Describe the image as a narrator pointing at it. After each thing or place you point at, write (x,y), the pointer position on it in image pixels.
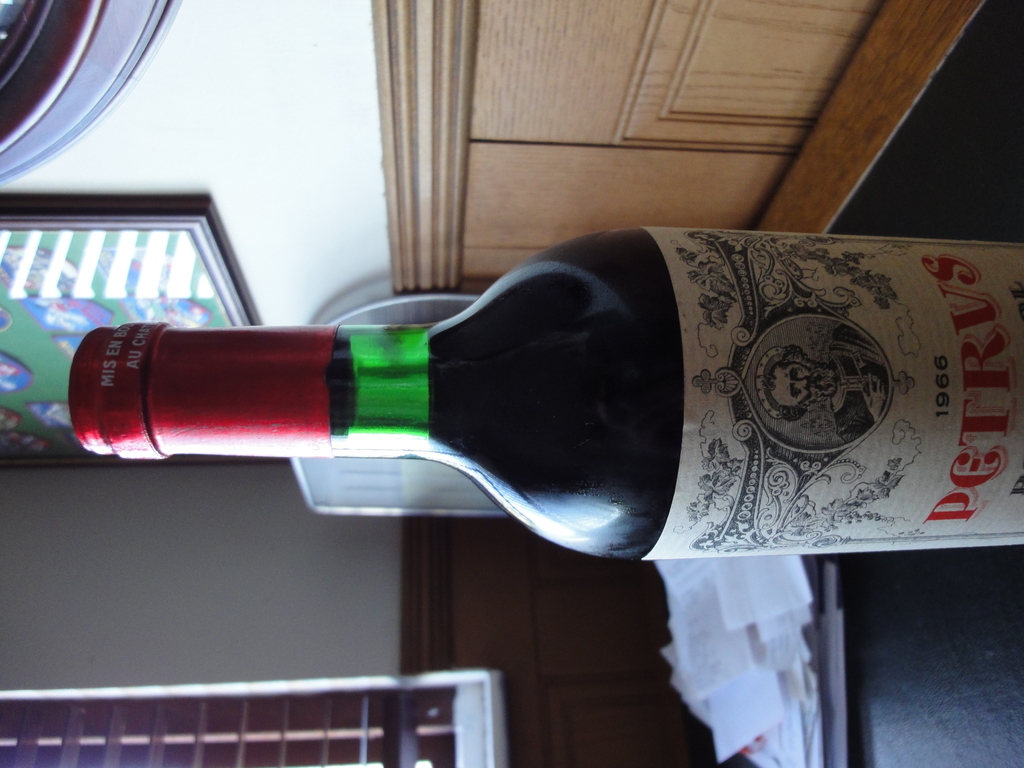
In this image we can see a wine bottle (635,532) which is kept on this table (862,675). Here we can see a bunch of papers (805,687) which are placed on the right side (743,566).
